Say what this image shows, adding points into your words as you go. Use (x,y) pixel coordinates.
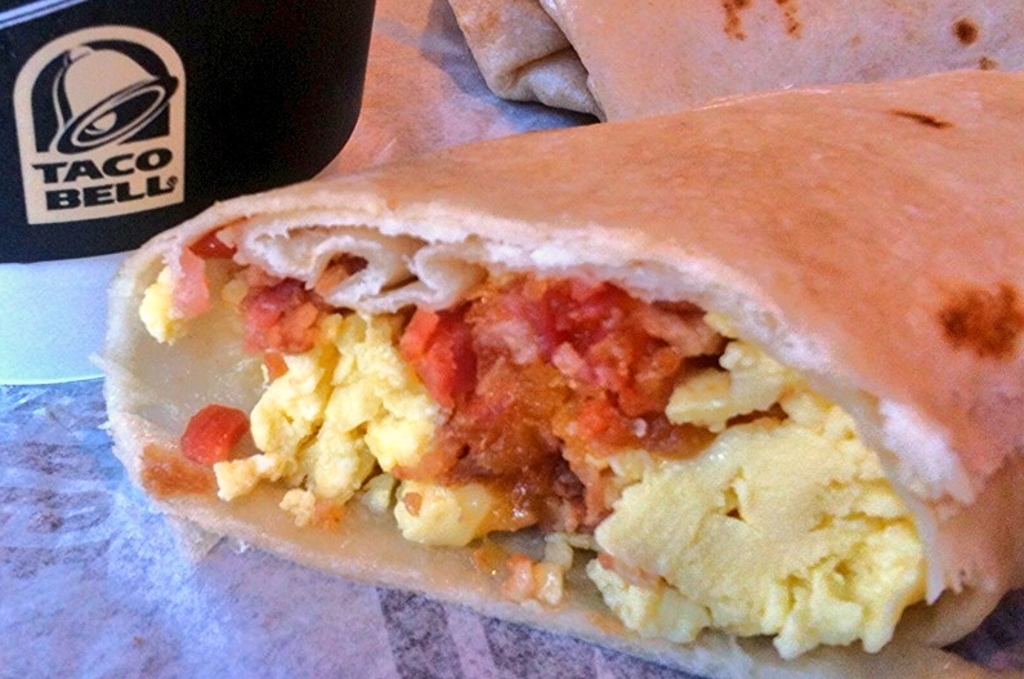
In this picture we can see a taco bell tortilla (380,276) with vegetables stuffing (540,351) in it.
